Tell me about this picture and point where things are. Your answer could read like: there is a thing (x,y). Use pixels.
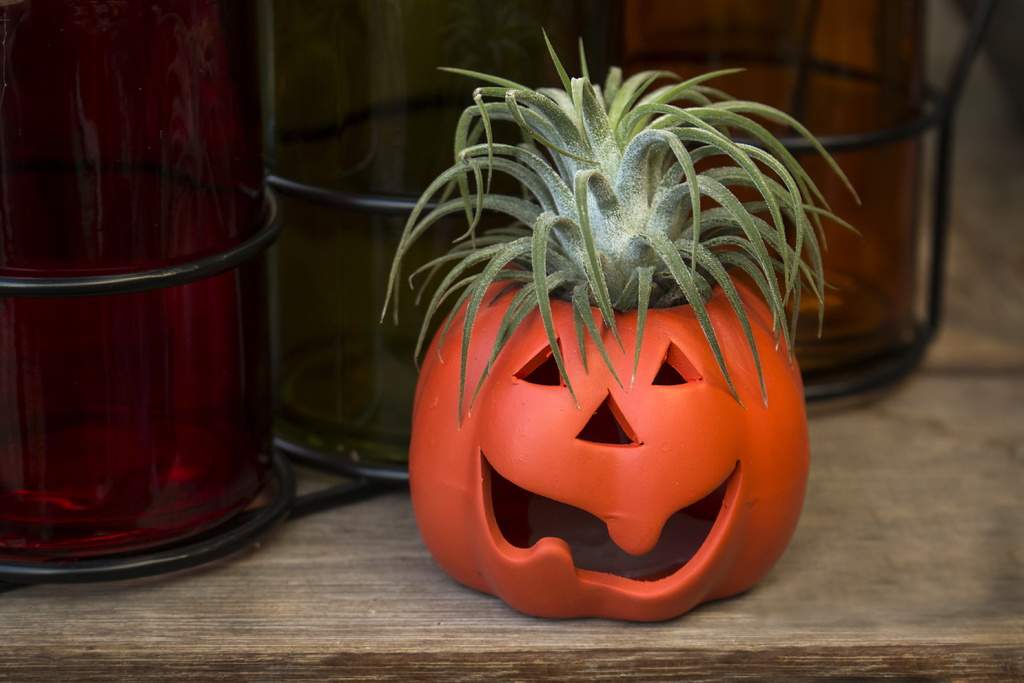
In this image I see the pumpkin (635,398) over here on which there is a plant (565,138) and I see 3 containers (705,66) over here and these 4 things (401,403) are on the wooden plank (832,582).
